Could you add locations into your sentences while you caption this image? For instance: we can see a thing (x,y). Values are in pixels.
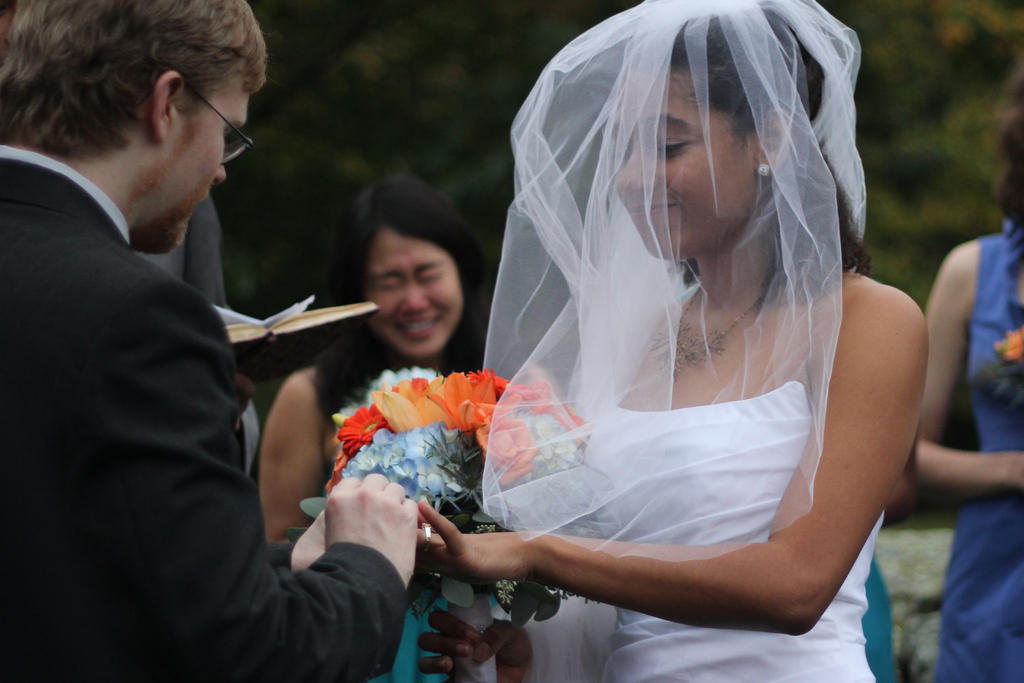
In this image we can see men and women (357,277) standing. In the background (944,175) there are trees (888,181).
